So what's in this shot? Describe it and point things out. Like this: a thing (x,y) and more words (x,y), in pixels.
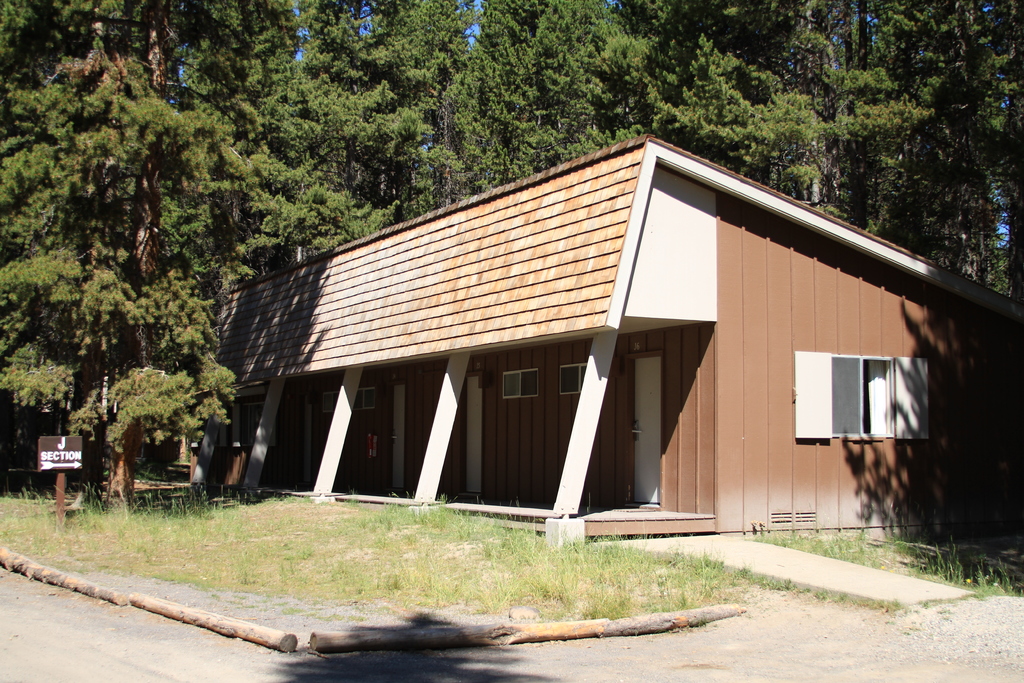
This is the picture of a building (620,348). In this image there is a building (468,269). At the back (1008,89) there are trees (1008,89). On the left side of the image (50,441) there is a board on the pole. At the bottom (22,568) there are tree branches (419,634) and there is grass (386,551). At the top (468,39) there is sky (476,28).
